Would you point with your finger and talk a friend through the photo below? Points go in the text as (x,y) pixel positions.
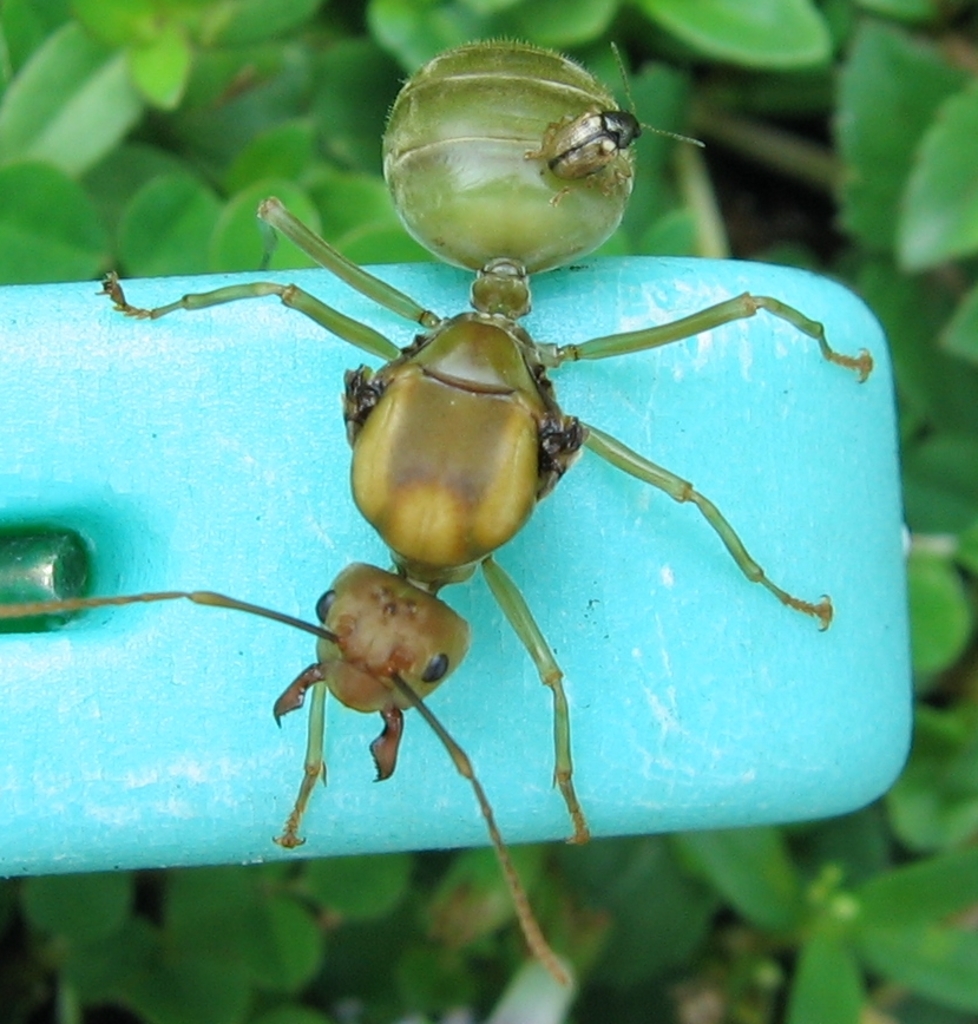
In this image, we can see an ant (476,391) on blue color object (767,652). In the background of the image (57,918), there are some leaves (902,284).
